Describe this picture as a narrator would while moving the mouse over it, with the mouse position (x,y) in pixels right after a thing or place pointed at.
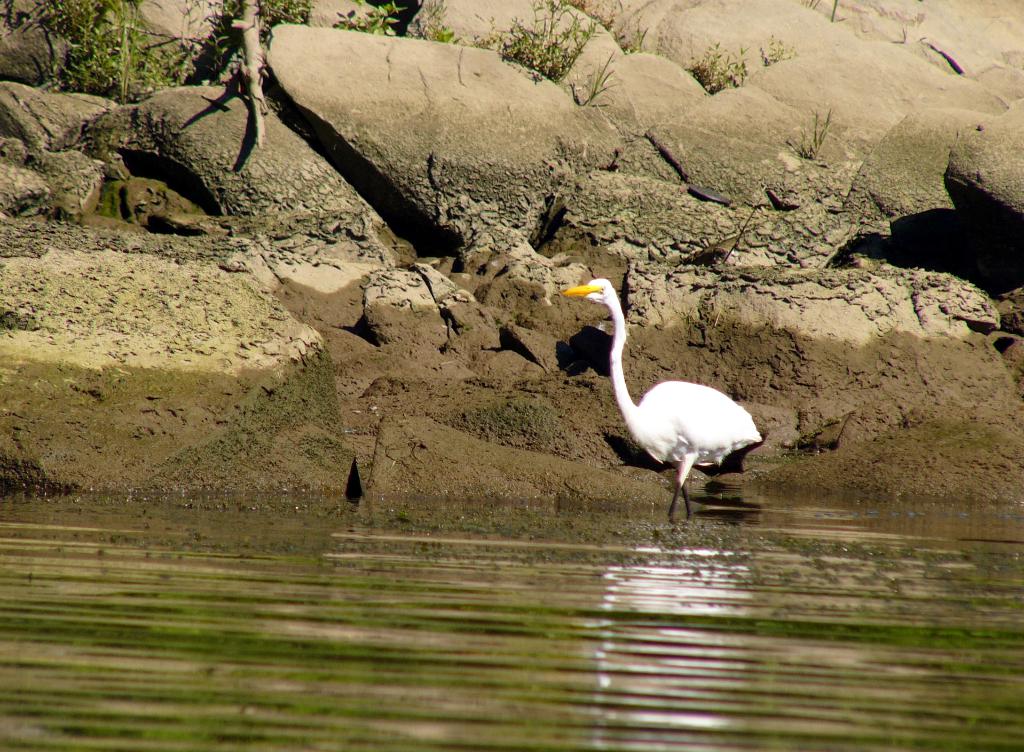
In this image we can see a bird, rocks (396,123), plants (216,32), also we can see the water (681,660), and a wooden stick (259,51).
